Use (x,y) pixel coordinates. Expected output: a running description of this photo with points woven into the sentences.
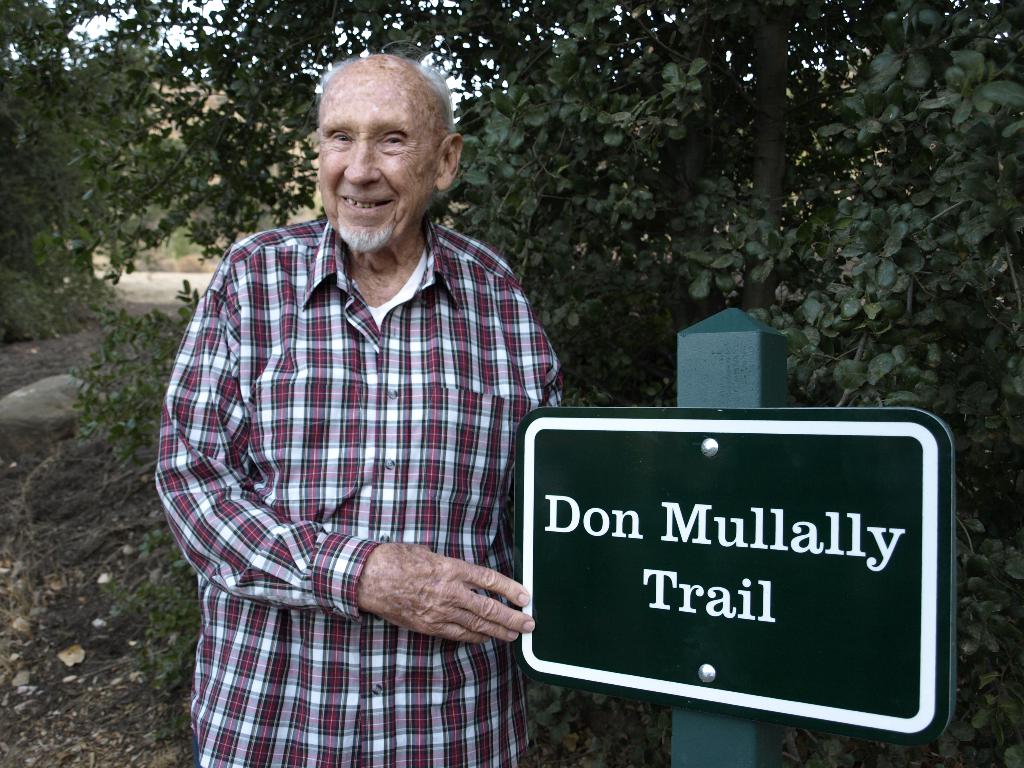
In this picture, we can see a person (435,483) and a pole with board (554,425) and some text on it, we can see the ground (17,694), trees (290,25), plants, and the sky (171,27).
